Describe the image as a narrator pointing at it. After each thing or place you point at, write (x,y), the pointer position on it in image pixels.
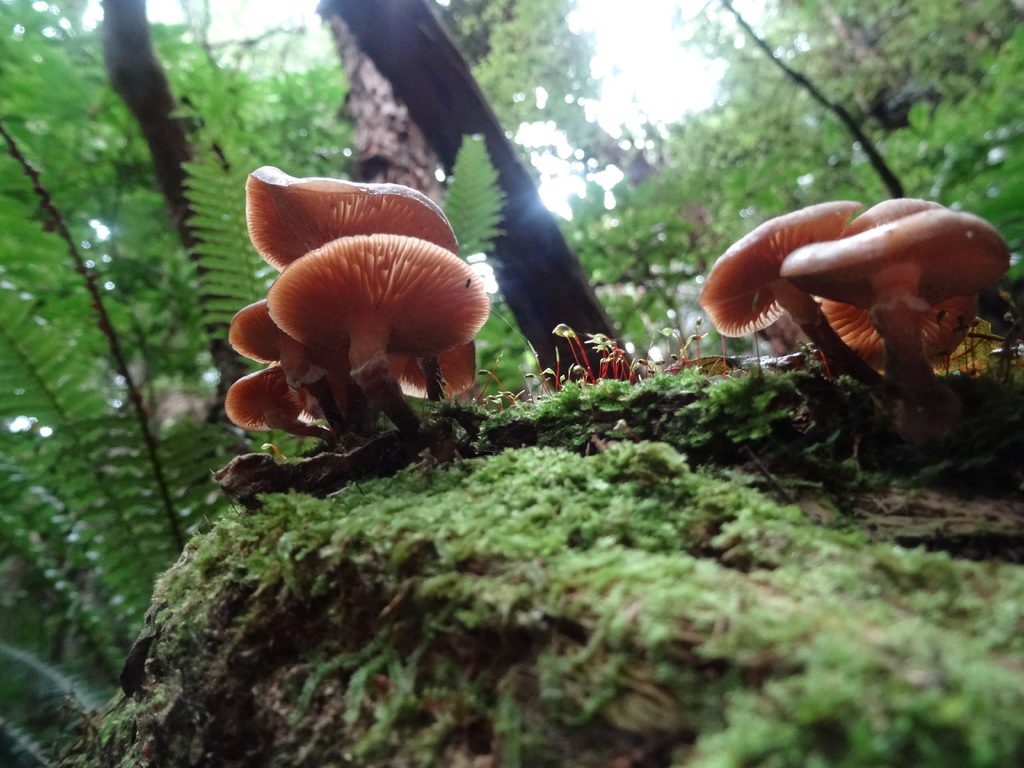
In this image, we can see some mushrooms (417,302). We can see the ground (450,568). We can see some grass (556,400), trees (590,226). We can also see the sky (613,95).
